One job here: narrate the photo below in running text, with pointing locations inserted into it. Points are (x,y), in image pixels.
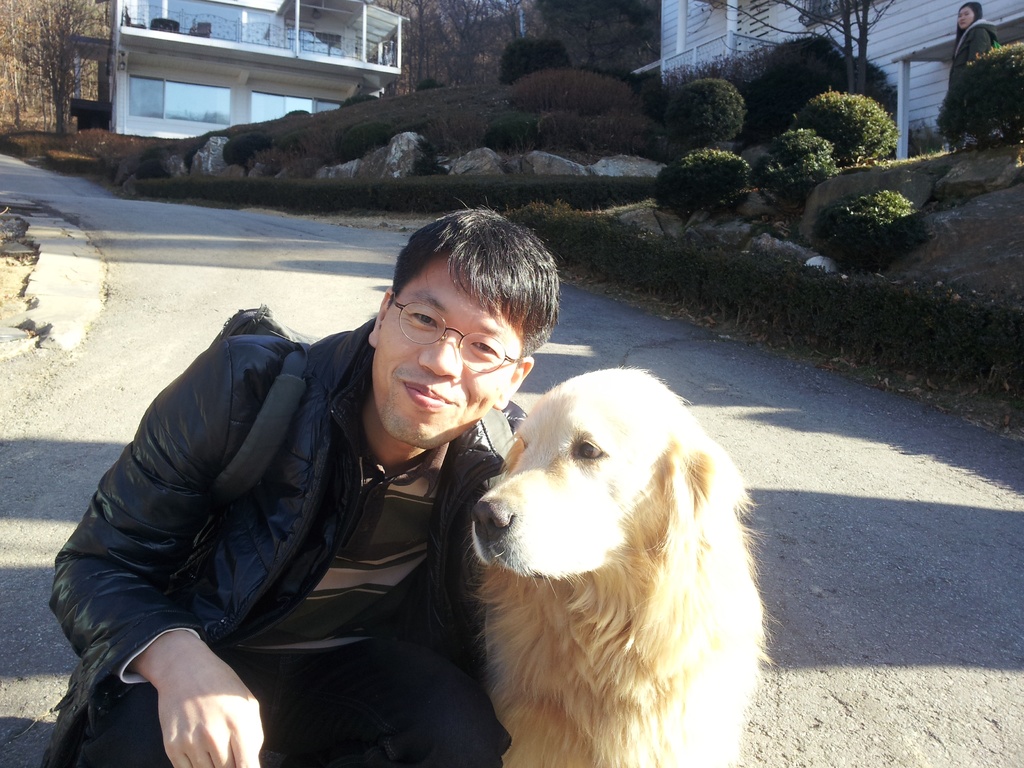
In this image we can see a man (404,497) sitting and smiling, next to him there is a dog (614,581). In the background (579,120) there are buildings (699,45), trees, bushes (702,113) and a lady (972,29).
